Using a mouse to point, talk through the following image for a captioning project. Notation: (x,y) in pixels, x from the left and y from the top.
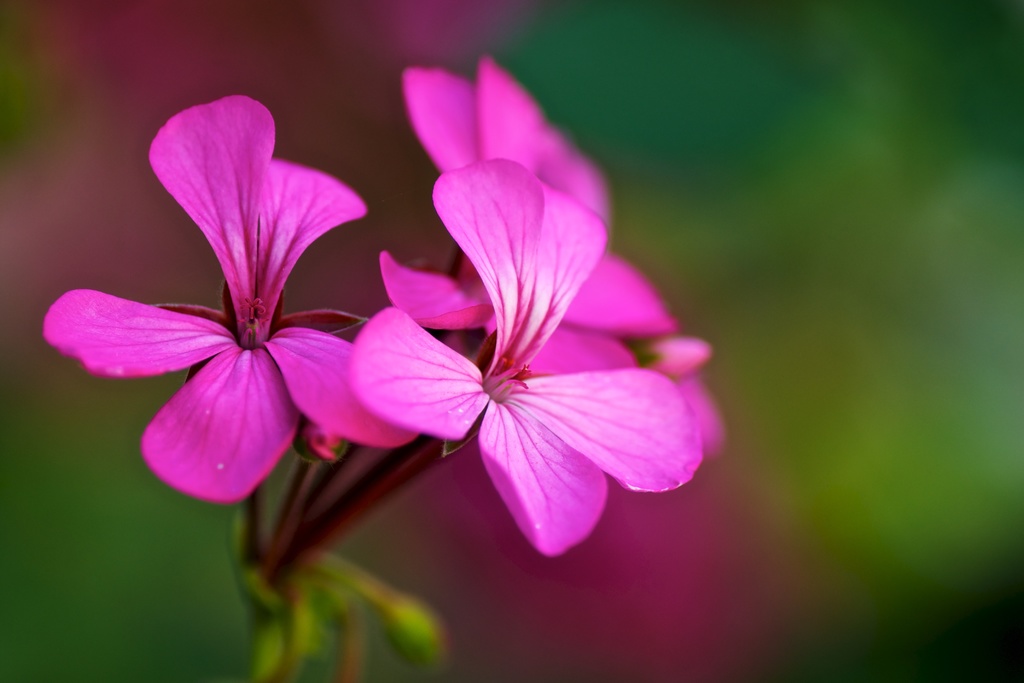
In this image there are flowers (336,365) on the plant (315,593). The background (805,71) is blurry.
